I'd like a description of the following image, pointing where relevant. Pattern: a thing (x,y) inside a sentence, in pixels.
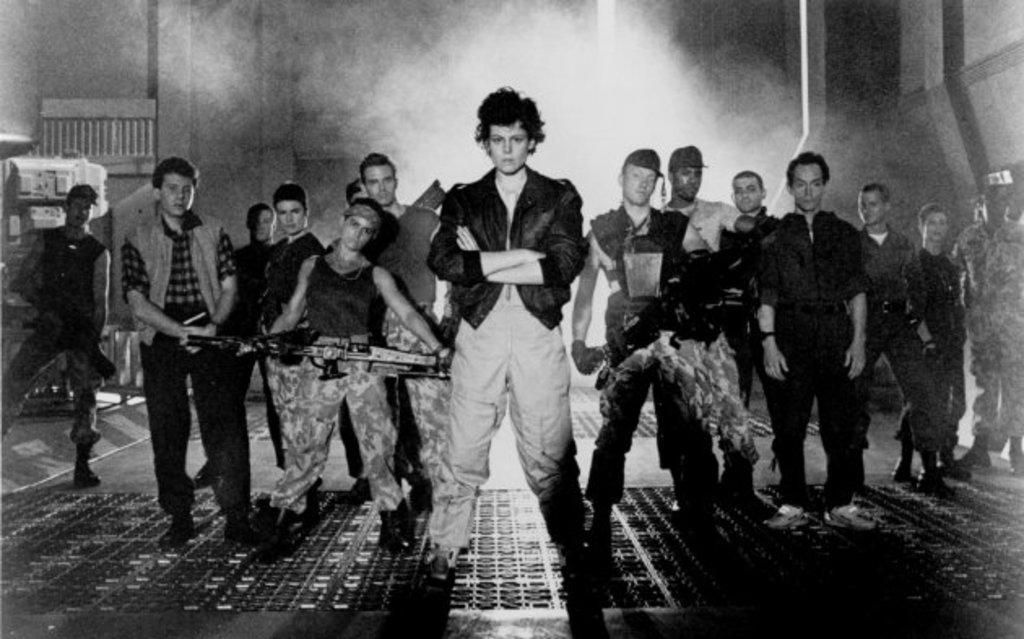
In this image I can see there are few persons (95,311) standing on the ground (232,560) and on the left side (324,314) person (159,358) they are holding an object (399,351) and at the top (564,35) I can see the wall (759,34) and I can see a light focus (527,34) visible on the wall (457,118).
